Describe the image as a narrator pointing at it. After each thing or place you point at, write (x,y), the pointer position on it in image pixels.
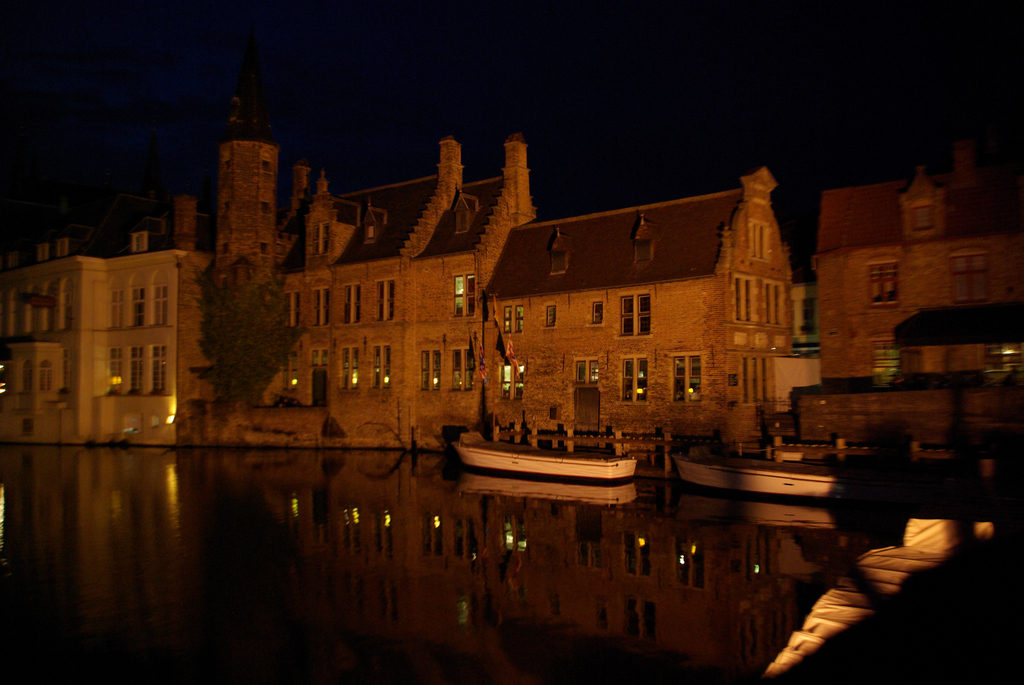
The picture is clicked at the nighttime. In the foreground of the picture (590,538) there is a bridge (926,621) and water (294,531). In the water (564,563) there are two boats (550,458). In the center of the picture (432,278) there are buildings (646,334), windows (635,388), doors (585,414), railing (601,442) and trees (247,331). At the top (183,111) it is dark.
